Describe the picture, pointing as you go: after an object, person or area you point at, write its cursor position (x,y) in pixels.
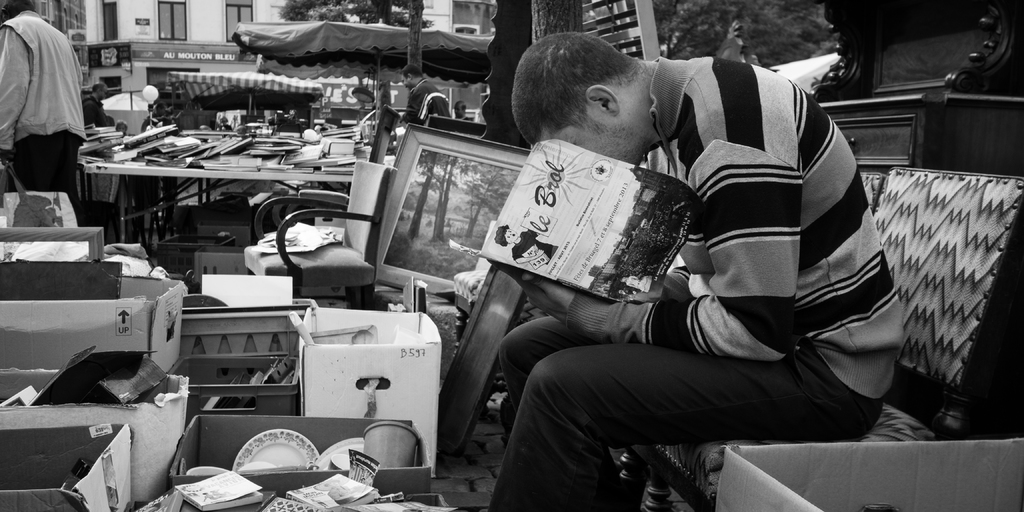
In this image there is a building (221,30) truncated towards the top of the image (172,25), there are windows (229,10), there is text (203,54) on the building (203,40), there are umbrellas (297,63), there is a person (677,404) sitting on a chair (927,311), there is a person (31,72) truncated towards the left of the image (23,28), there is a table (183,175), there are objects (244,150) on the table (194,144), there are objects (352,425) on the ground (494,445), there are objects (59,365) truncated towards the left of the image (29,323), there are objects (186,481) truncated towards the bottom of the image (988,467), there are objects (937,64) truncated towards the right of the image (867,170).
